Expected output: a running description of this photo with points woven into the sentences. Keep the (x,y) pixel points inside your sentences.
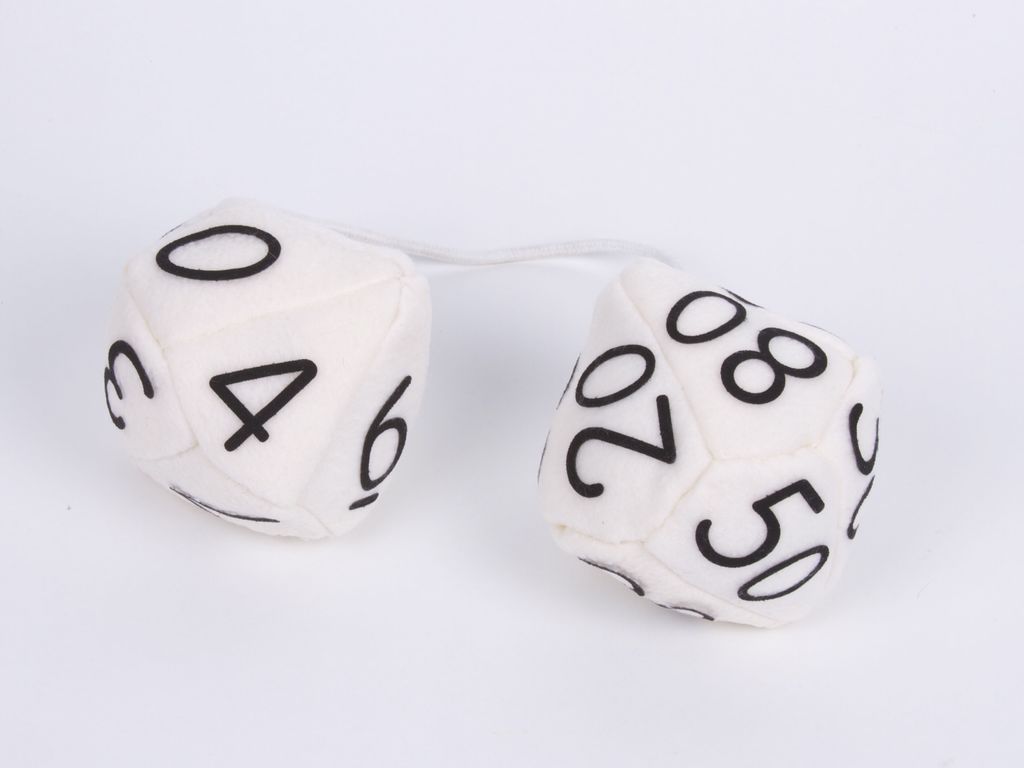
Here we can see dice (617,502) on a white platform (439,632).
